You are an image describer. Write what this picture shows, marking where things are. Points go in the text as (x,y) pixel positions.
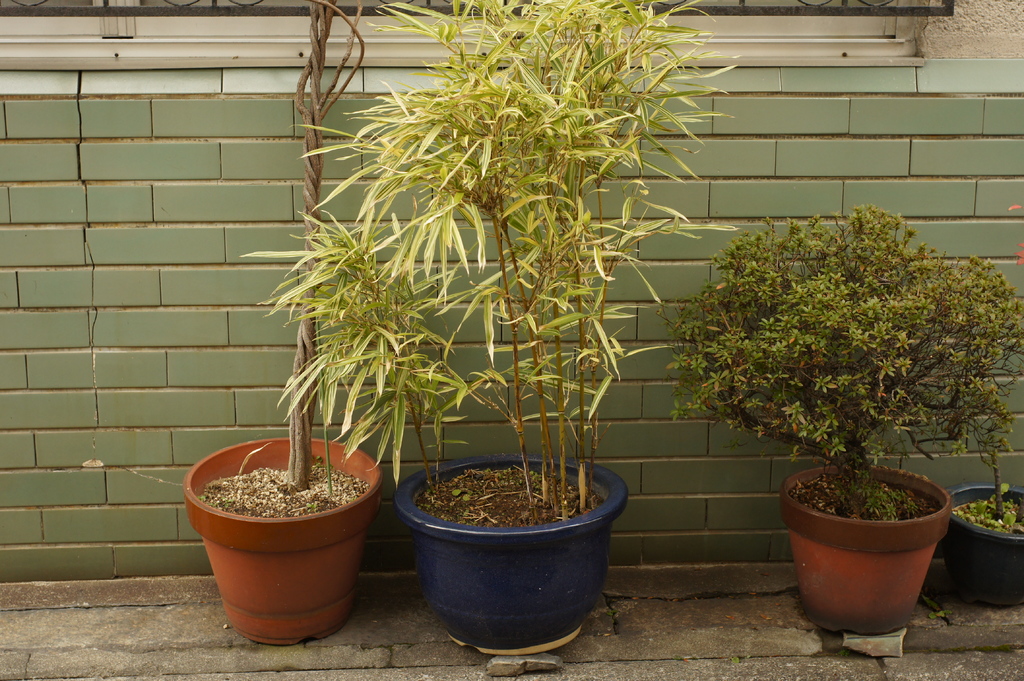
In this image, we can see plants (944,269) with pots (426,524) are on the path (610,639). Background (1002,171) we can see wall (55,313). Top of the image (981,14), we can see grille (773,7), glass object (152,1) and wall (970,23).
